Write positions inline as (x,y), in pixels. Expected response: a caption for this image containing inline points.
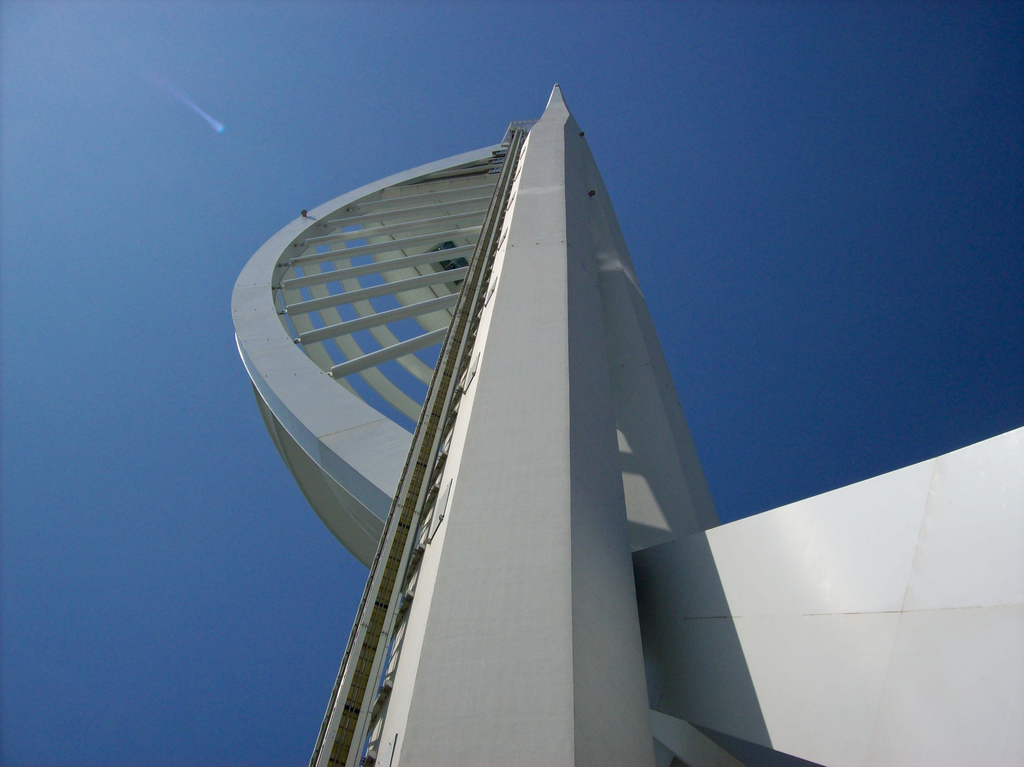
In this image we can see an architecture (601,529). In the background (363,263) there is sky (792,362).
